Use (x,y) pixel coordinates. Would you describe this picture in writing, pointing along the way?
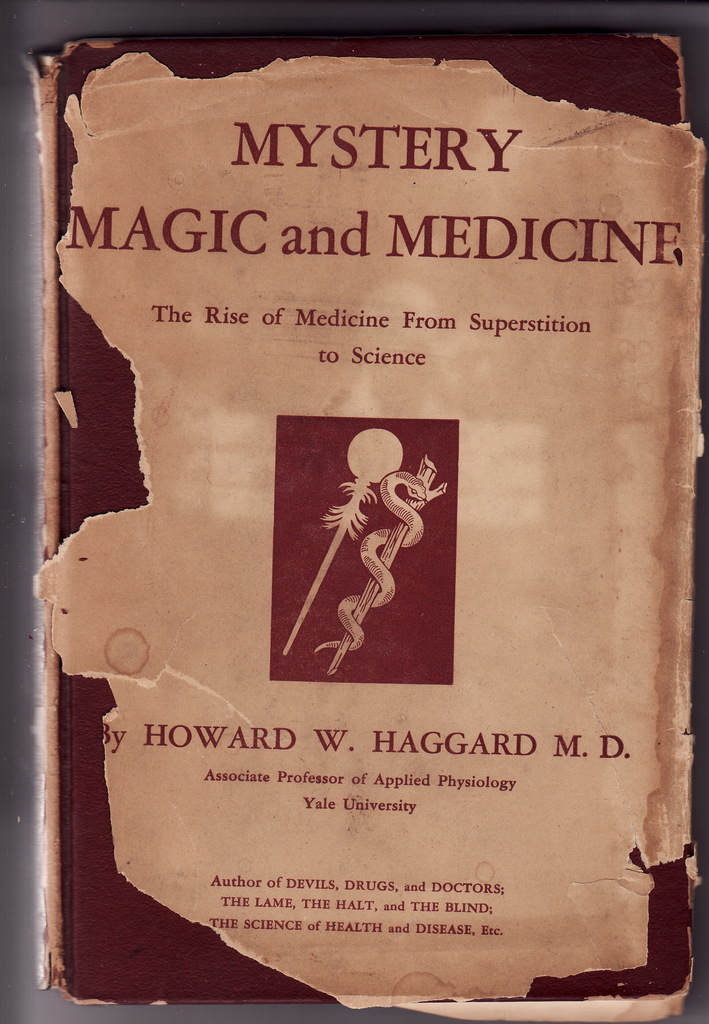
In this picture we can see the top view of a book (565,733) and we can see some information (564,744).
